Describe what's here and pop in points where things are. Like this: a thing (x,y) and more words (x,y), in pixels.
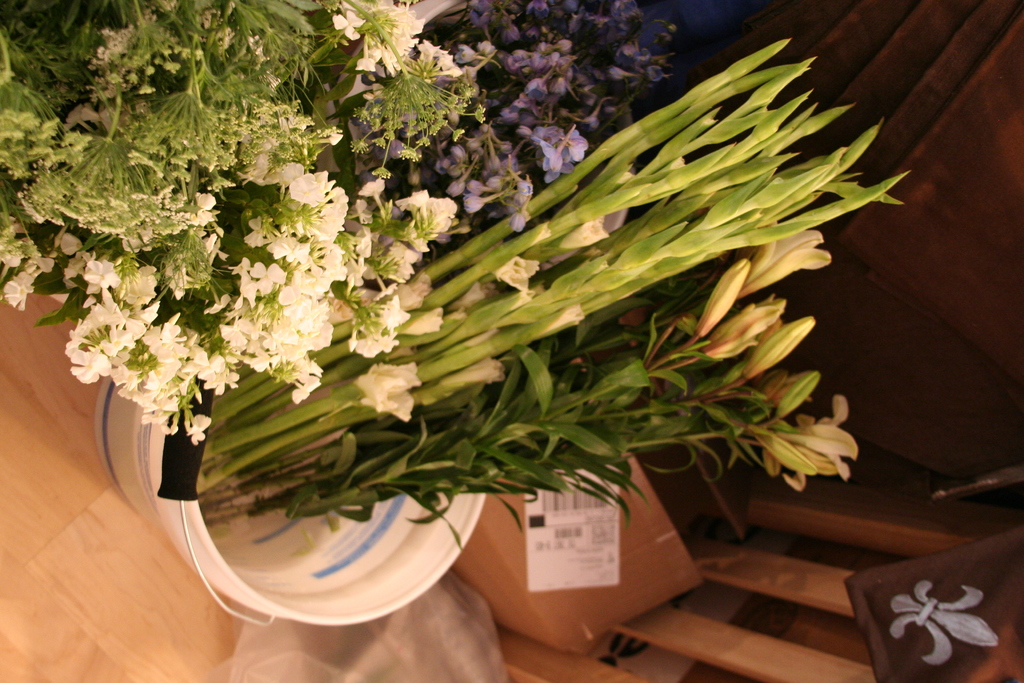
In this image I can see some plants (515,353). I can see the flowers (211,239). In the background (889,408), I can see a door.
